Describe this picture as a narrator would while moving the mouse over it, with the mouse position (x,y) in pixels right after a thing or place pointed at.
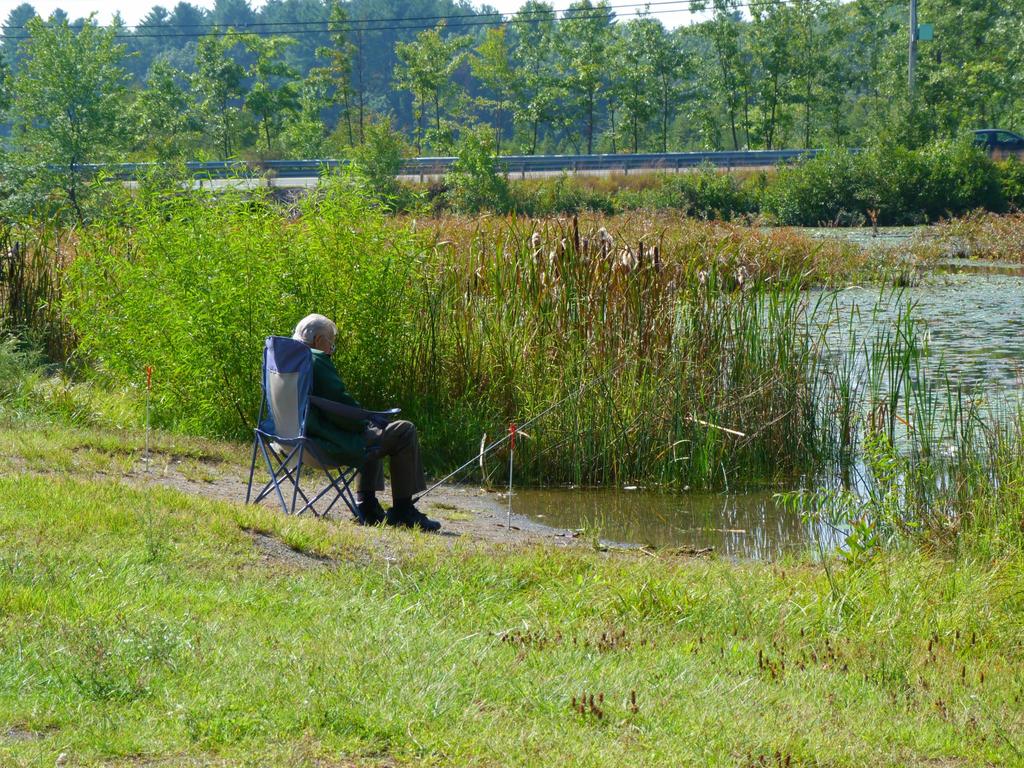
The picture is taken near a pond (956,313). In the foreground of the picture (607,619) there is grass (387,626). In the center of the picture (409,453) there is a man (368,473) seated in chair (293,433). In the center of the picture (364,261) there are plants (663,339) and water (944,376). In the background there is a road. In the background (466,9) there are trees (481,63).
